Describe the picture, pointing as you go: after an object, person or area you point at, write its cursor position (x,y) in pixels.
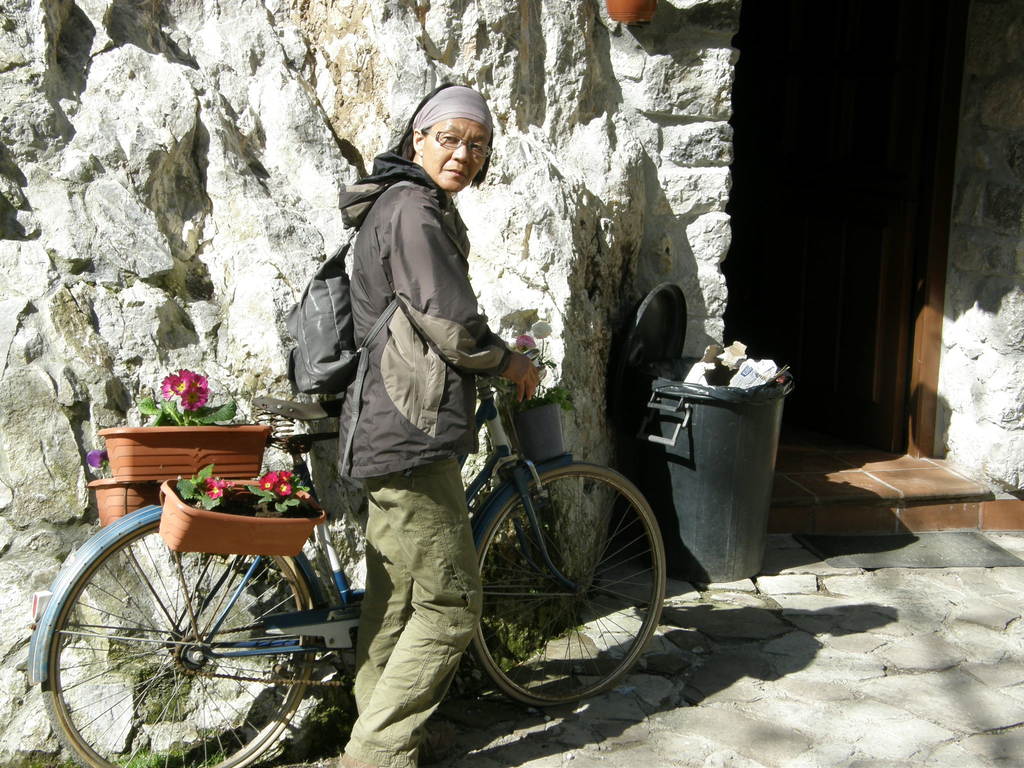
This picture shows a woman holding a bicycle (479,377) in her hand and we see few flower plants (218,414) on the back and front of the bicycle (489,389) and she wore a backpack (339,291) and we see a dustbin (723,396).
